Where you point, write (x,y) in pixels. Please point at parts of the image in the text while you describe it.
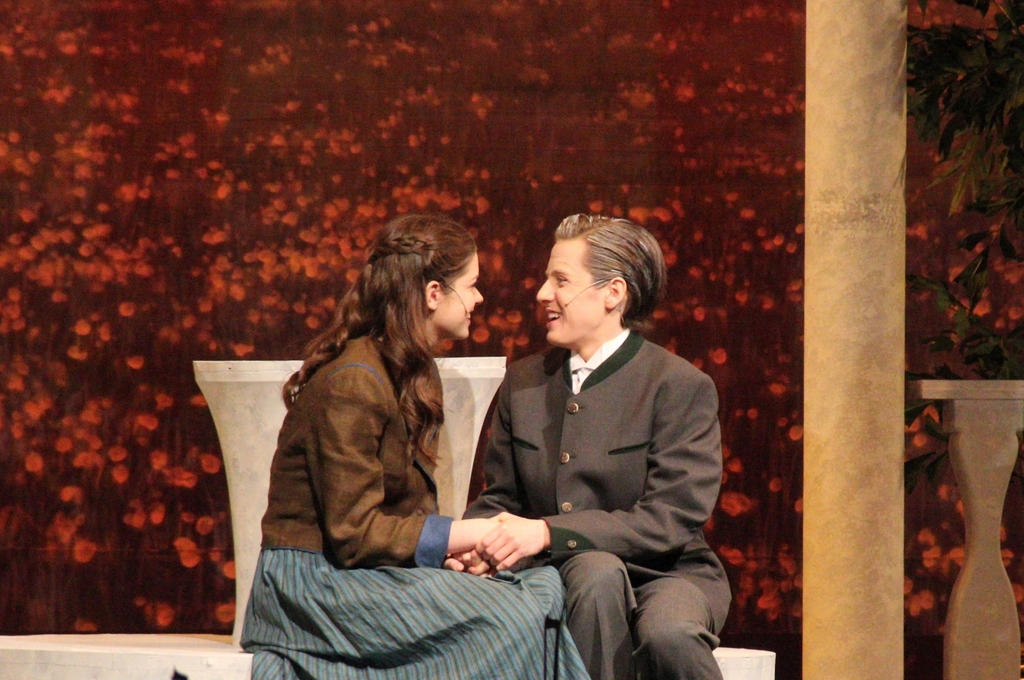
In the foreground of this image (434,516), there is a couple (471,669) sitting on a white surface (184,659). In the background (871,70), there is a pillar (842,418), an object (974,418), a tree (965,100) and the depicted flowers (167,295).
